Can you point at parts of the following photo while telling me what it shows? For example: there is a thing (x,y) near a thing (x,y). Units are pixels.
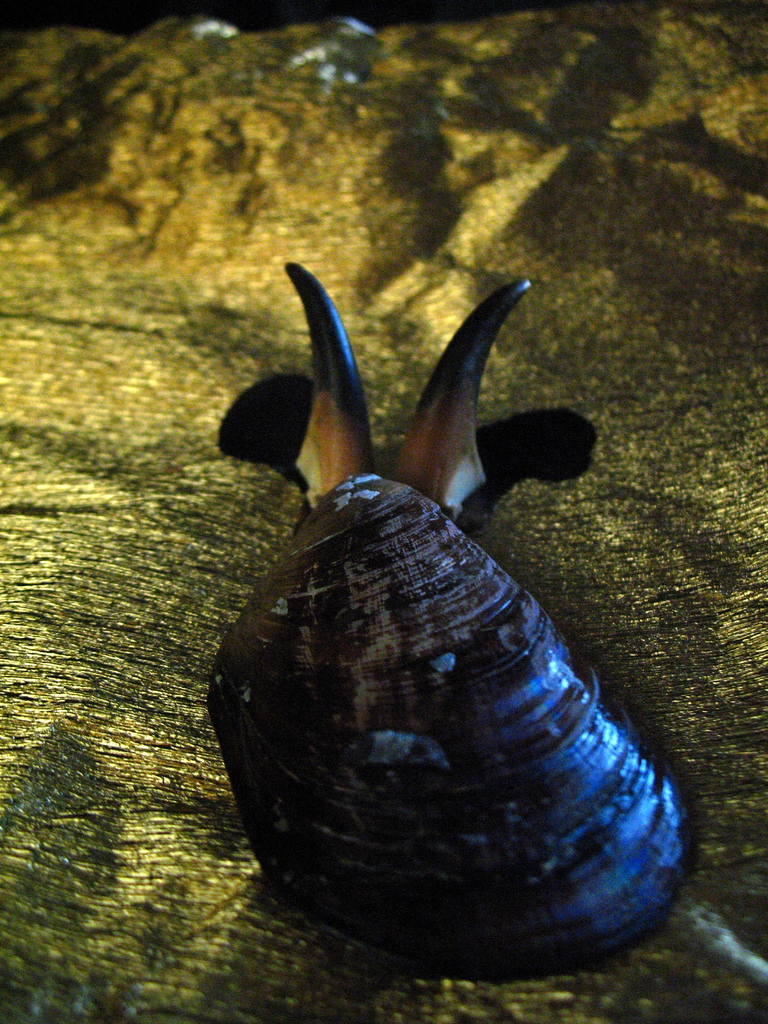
In this image I can see a shell (491,560) on a gold surface (165,355).
